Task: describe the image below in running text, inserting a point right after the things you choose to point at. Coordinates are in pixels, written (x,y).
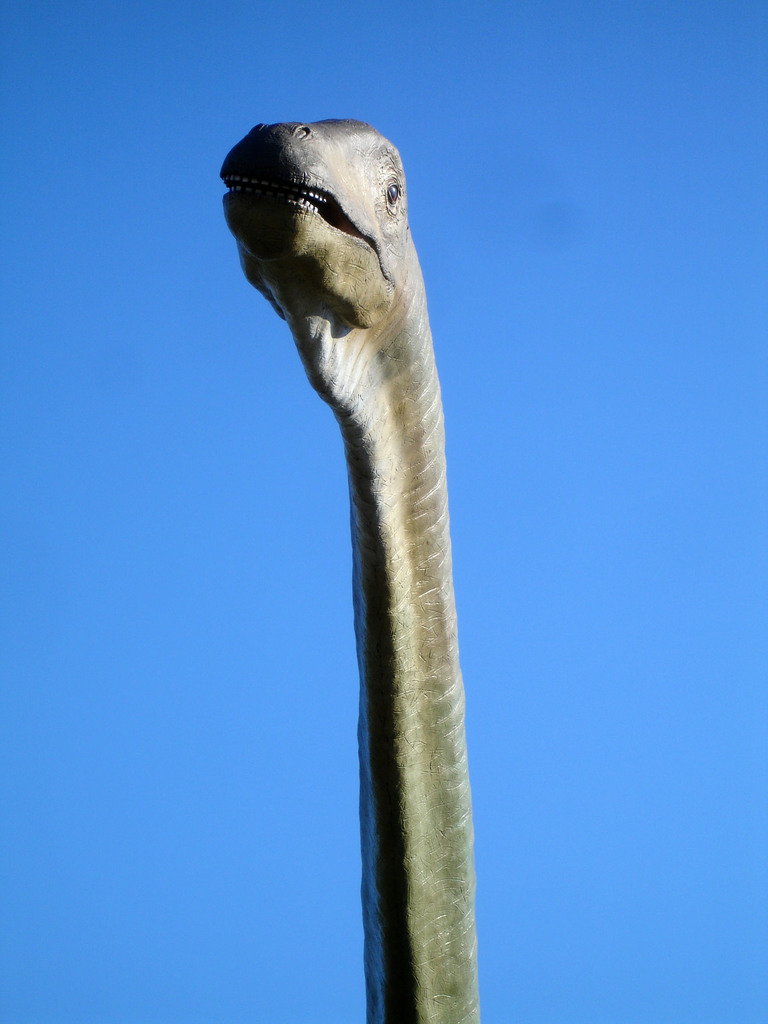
In this image we can see an animal head (288,274) and the sky (314,400).
